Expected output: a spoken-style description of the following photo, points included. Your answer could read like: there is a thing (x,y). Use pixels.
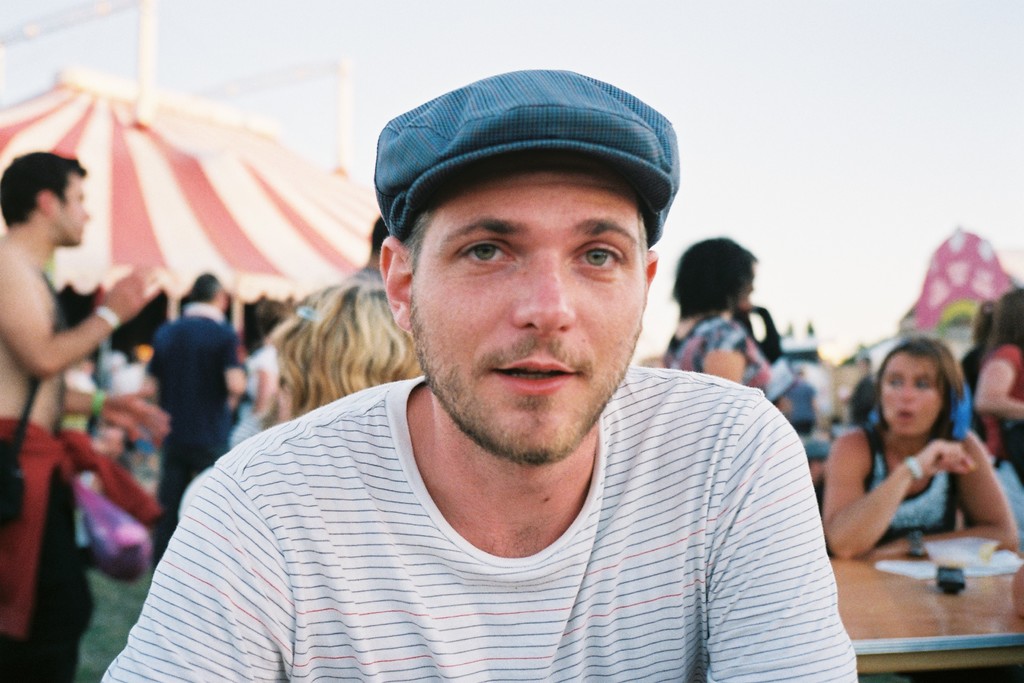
This picture shows few people (42,346) standing and few (570,419) are seated and we see a man (491,188) wore cap (445,119) on his head (556,202) and we see tent (256,141) and a cloudy sky (620,81) and we see few papers (1017,562) on the table (933,601).
